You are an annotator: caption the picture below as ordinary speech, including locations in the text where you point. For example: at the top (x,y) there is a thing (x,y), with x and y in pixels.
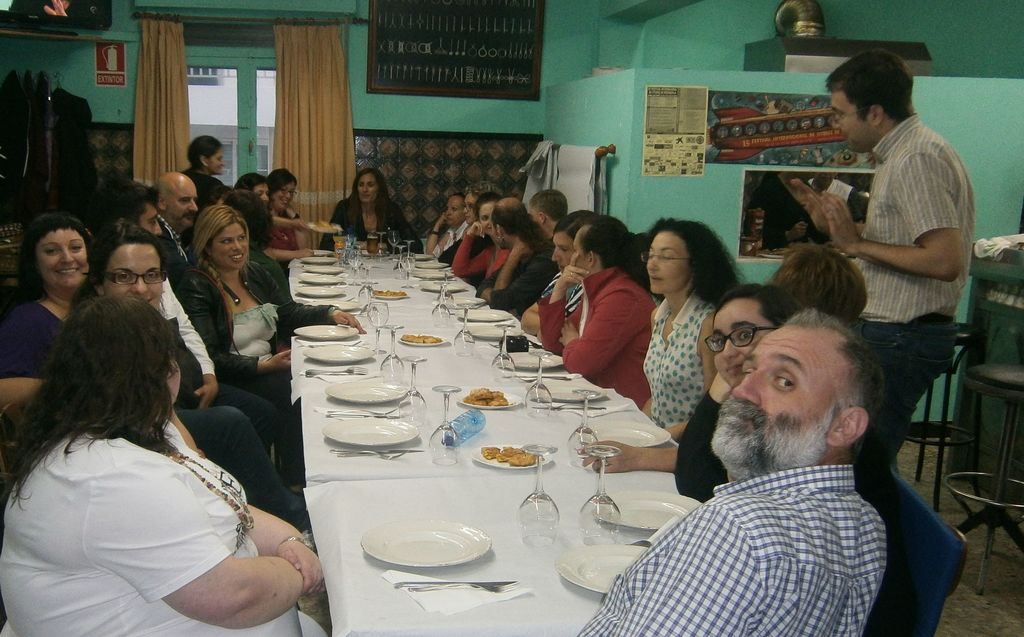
In this image there are many people (184,359) sitting on chairs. In the right (925,264) one person (915,225) is standing he is talking something. In the middle (436,416) there is a table (482,440) on the table (482,473) there are food (490,402) on plates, glasses (446,407), cutlery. In the right (979,331) there is a table (979,318) and chair (961,343) in the wall (940,401) there are some posters (752,133). In the background (197,111) there is a glass window (231,96) with curtains (322,49). In the left (19,94) there are clothes (34,109) hanged. A person (764,451) wearing checked shirt (797,476) is sitting in the foreground (705,591).
